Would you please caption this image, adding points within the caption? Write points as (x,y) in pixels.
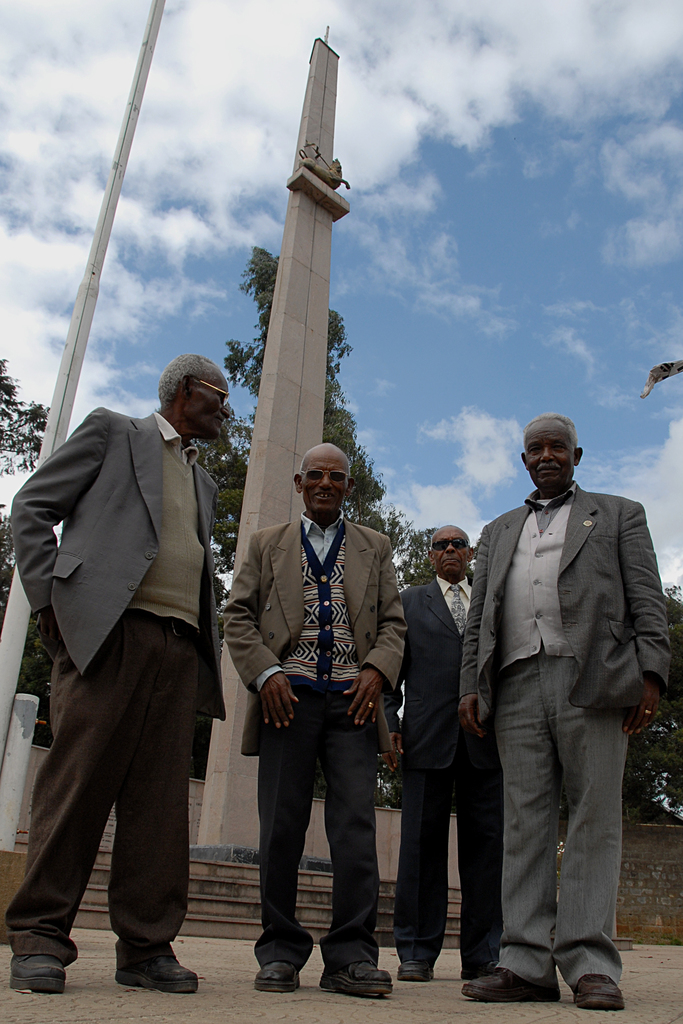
In the image there are four old men (202,473) in suits (70,507) standing behind them there is a pillar (304,292) in the middle of steps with trees (413,565) behind it and above its sky (360,221) with clouds (272,128).
